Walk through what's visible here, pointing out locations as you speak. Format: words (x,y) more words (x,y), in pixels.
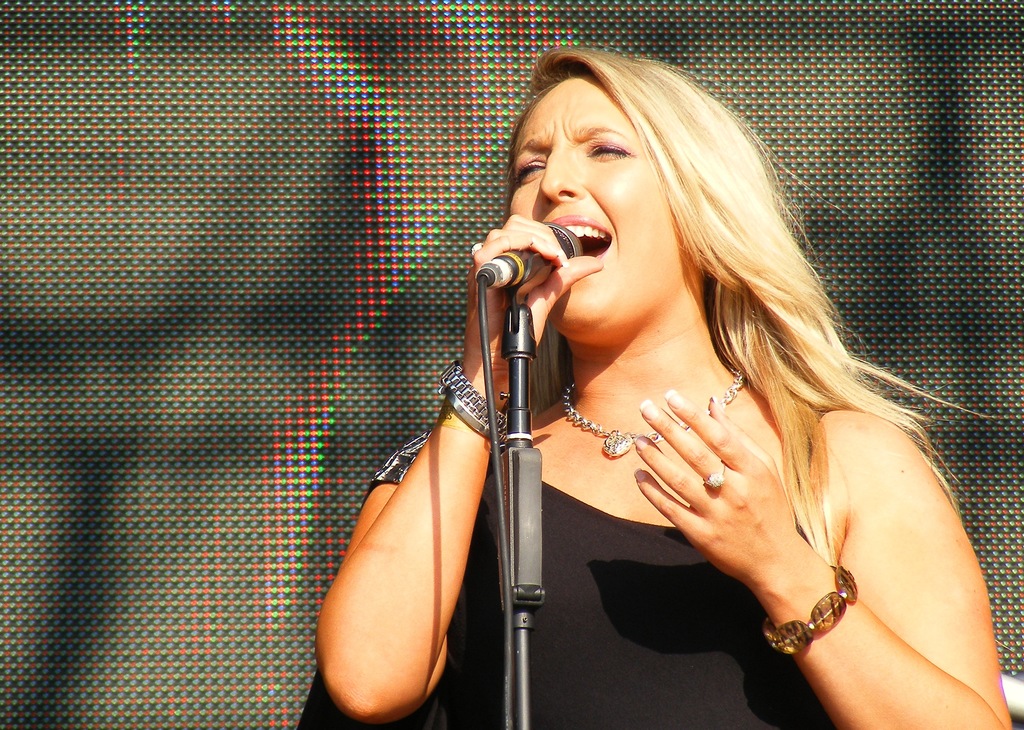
This picture shows a woman (782,296) singing with the help of a microphone (519,272).
